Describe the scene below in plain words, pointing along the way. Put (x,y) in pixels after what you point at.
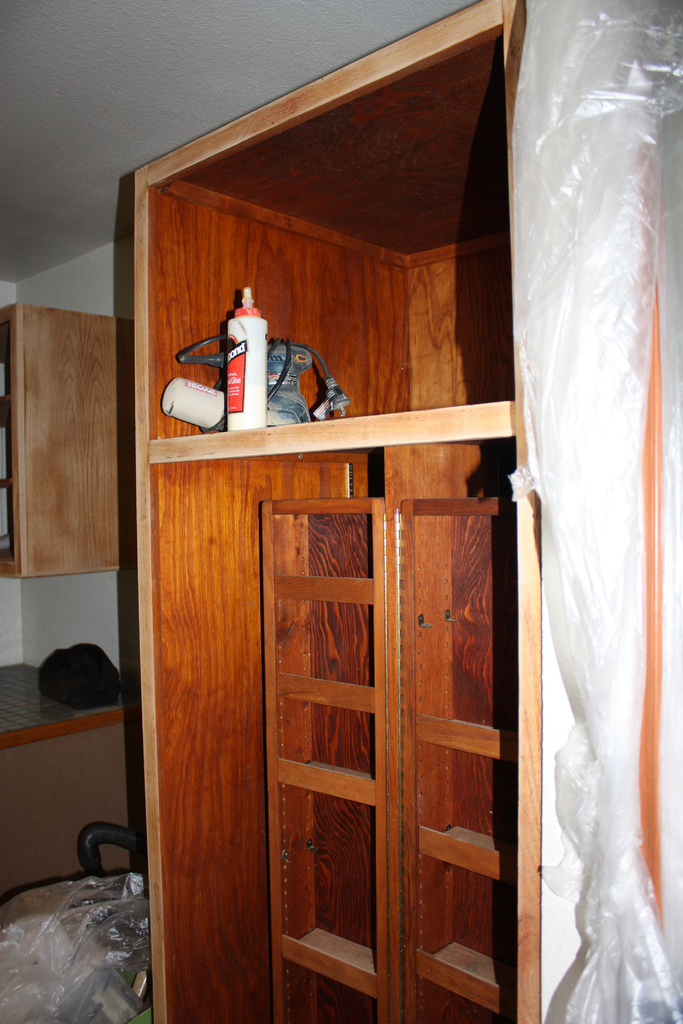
In this picture I can see a wooden thing (301,528) in front (203,927) and I see few things (259,334) on this rack (285,313) and in the background (78,343) I see few more things (16,423) and I see the ceiling (103,125).
